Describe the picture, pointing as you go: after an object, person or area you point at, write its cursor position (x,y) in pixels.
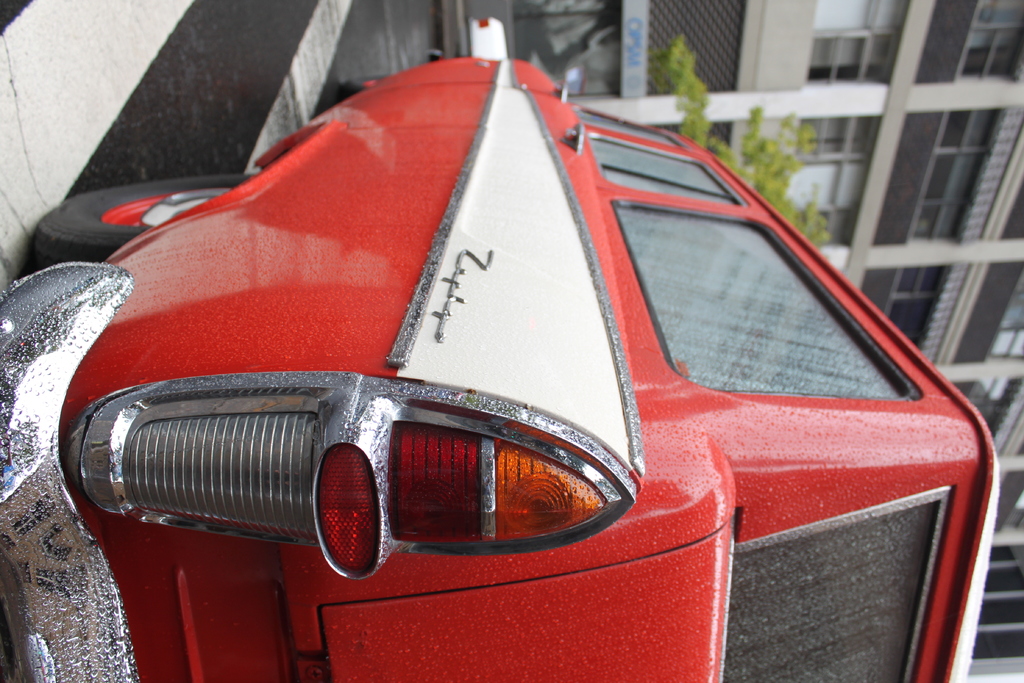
In this picture we can see a red color vehicle (765,630) in the front (598,520), in the background (902,86) there is a building (897,295), we can see a tree (813,202) in the middle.
